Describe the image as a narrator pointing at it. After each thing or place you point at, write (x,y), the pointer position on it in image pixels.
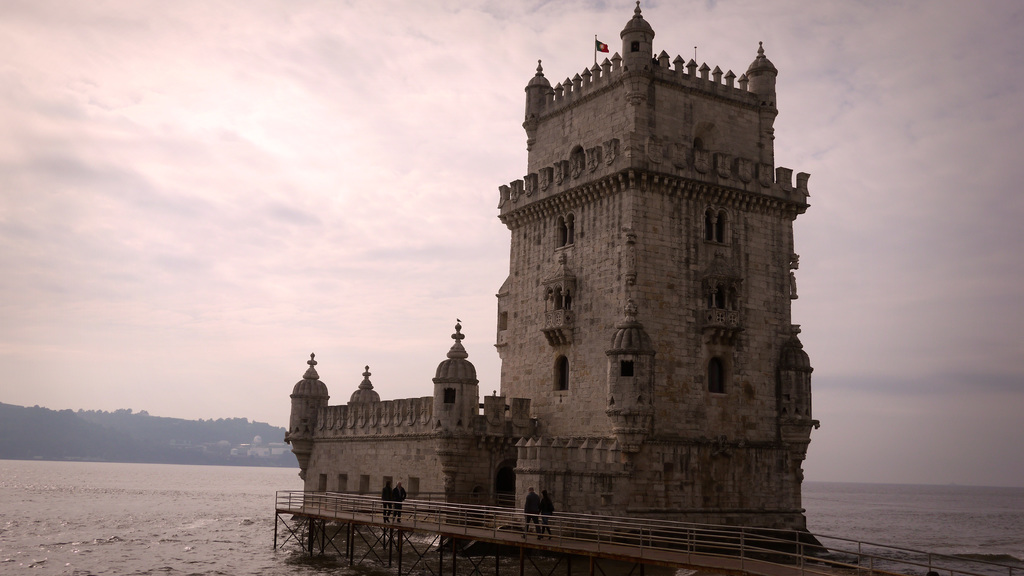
In this image, we can see a Belem tower (584,431) with walls (608,305), pillars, railing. Top of the image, there is a flag (599,51) with pole (595,56). At the bottom (580,535), we can see few people (544,512) are walking on the bridge (452,537). Here we can see the sea (266,498). Background (240,428) we can see mountain (222,433), few houses (262,451) and sky (362,298).
